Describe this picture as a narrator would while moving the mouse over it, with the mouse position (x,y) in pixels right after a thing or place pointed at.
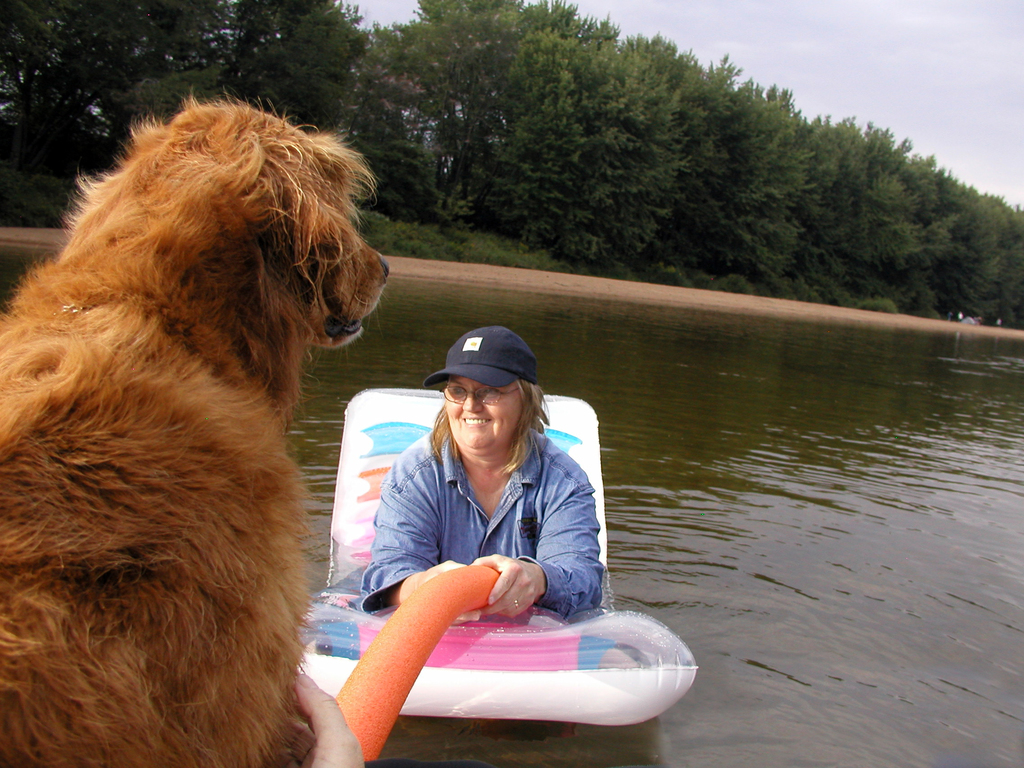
In the picture I can see a woman (513,505) sitting on an object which is on the water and holding an object (466,582) in her hands (508,581) and there is a dog (223,443) in front of her in the left corner (164,449) and there are trees (508,111) in the background (550,156).
